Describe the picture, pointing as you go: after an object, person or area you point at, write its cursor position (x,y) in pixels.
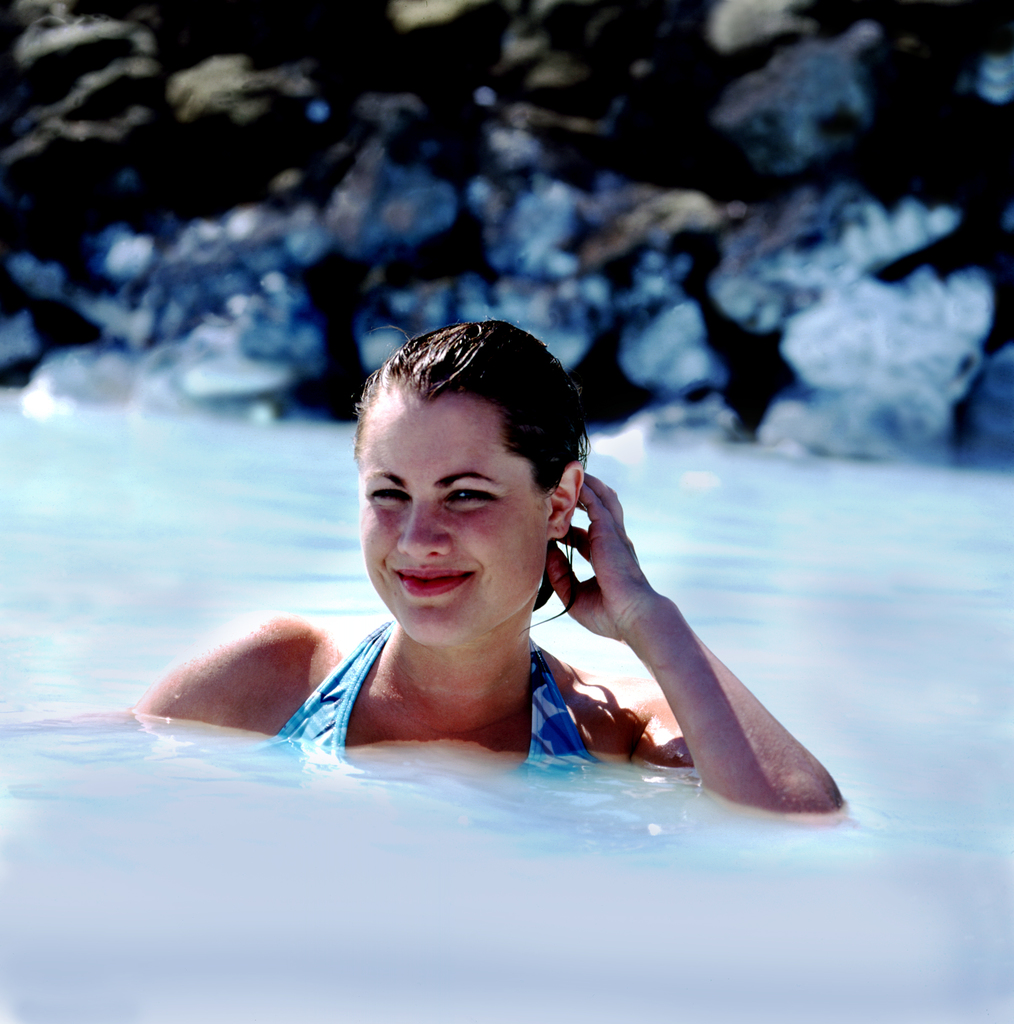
This image is taken outdoors. In the background (210,176) there are a few rocks (667,195). In the middle of the image (503,351) a woman (619,565) is swimming in the pool (445,964). At the bottom of the image (463,940) there is a pool (704,534) with water (151,865).
